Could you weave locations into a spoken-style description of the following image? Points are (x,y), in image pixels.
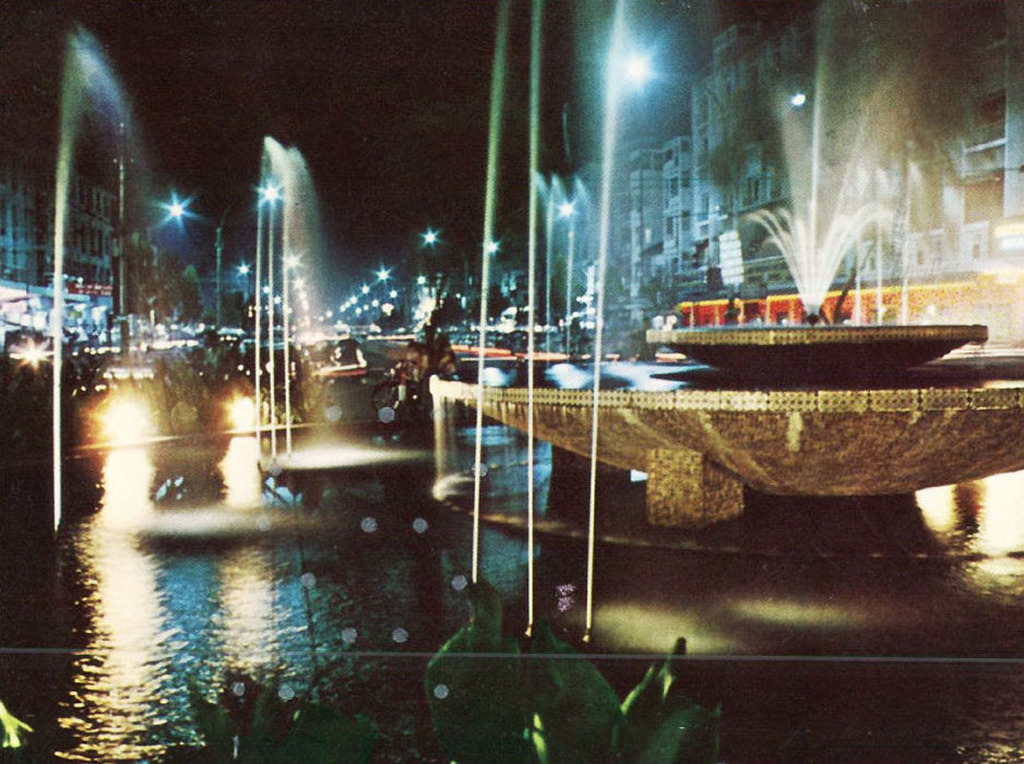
In this image we can see buildings (47,180) with windows (108,227), poles (119,170), lights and water fountain (898,693).
